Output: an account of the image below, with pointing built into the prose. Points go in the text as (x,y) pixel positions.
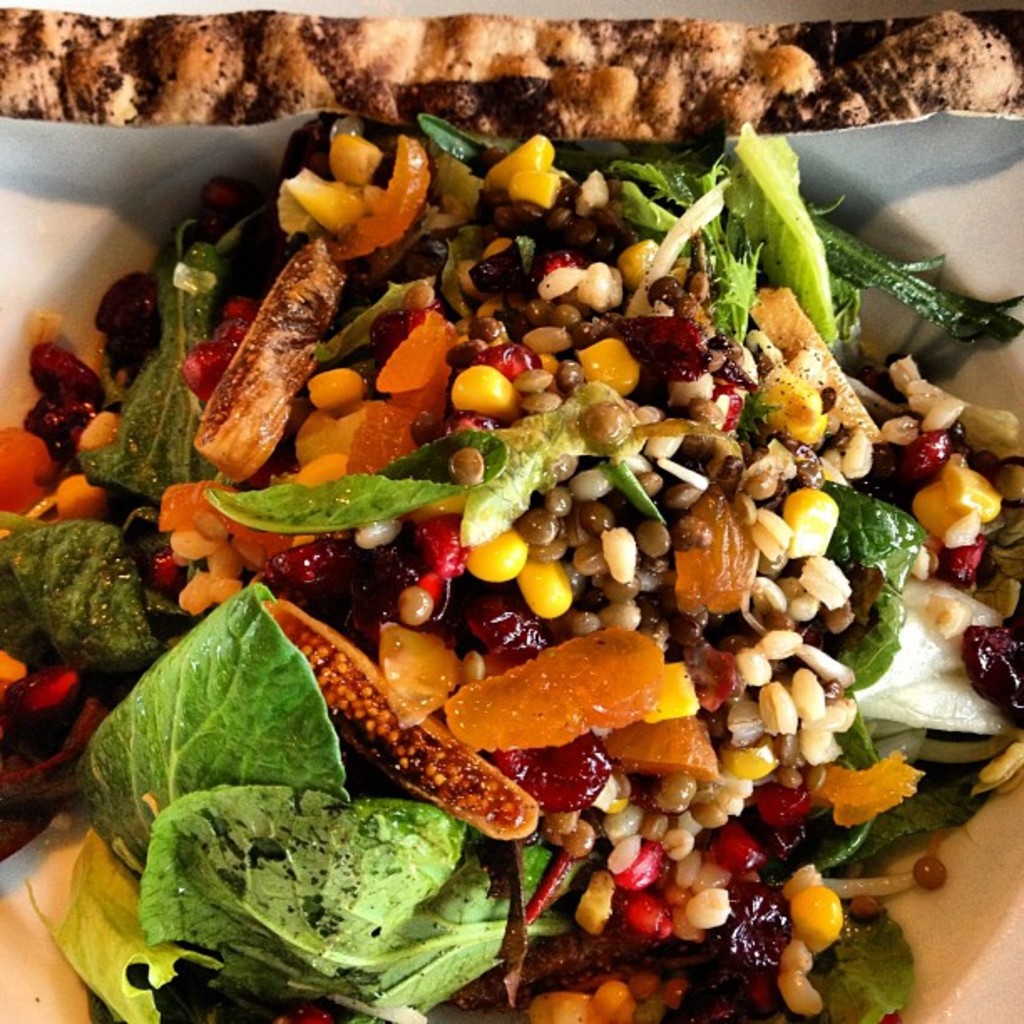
In the picture we can see a food item (663,786) with vegetable garnish (235,816) and some grains (195,553), corns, and beside it also we can see a part of the food item (871,65).
